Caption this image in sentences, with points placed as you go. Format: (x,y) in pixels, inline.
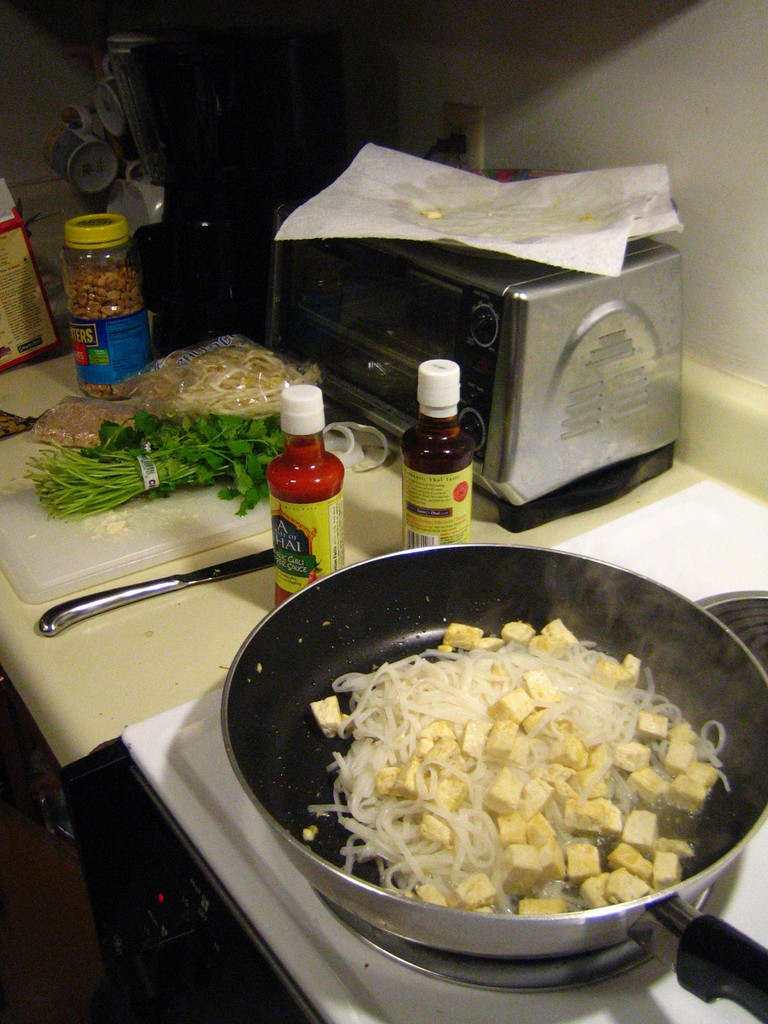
In this picture we can see a stove (533,980), there is a pan (568,944) on the stove (553,961), we can see some noodles (515,674) and pieces of tofu (578,822) in the pan (540,789), we can see some bottles (322,501), cilantro leaves (245,503) and a cover (208,405), in the background (692,100) there is a wall (495,156), we can see a mug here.
